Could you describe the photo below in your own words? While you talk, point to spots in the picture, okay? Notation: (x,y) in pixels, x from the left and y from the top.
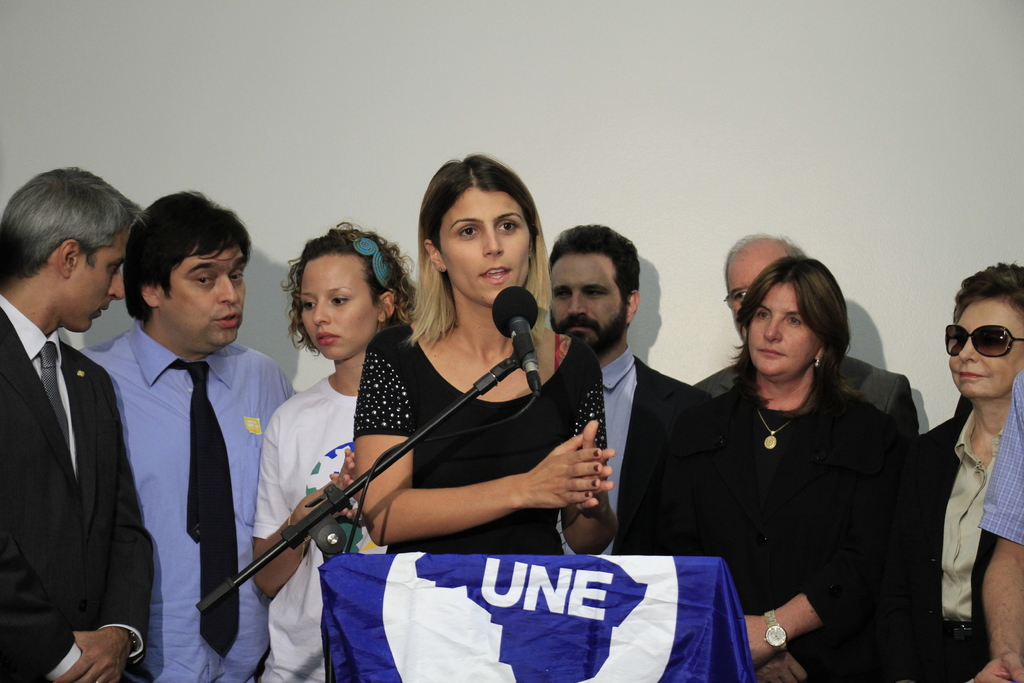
In this image we can see people (592,438) standing and one of them is at the lectern (515,587) to which mic (519,341) is attached and is covered with a cloth (600,599).
